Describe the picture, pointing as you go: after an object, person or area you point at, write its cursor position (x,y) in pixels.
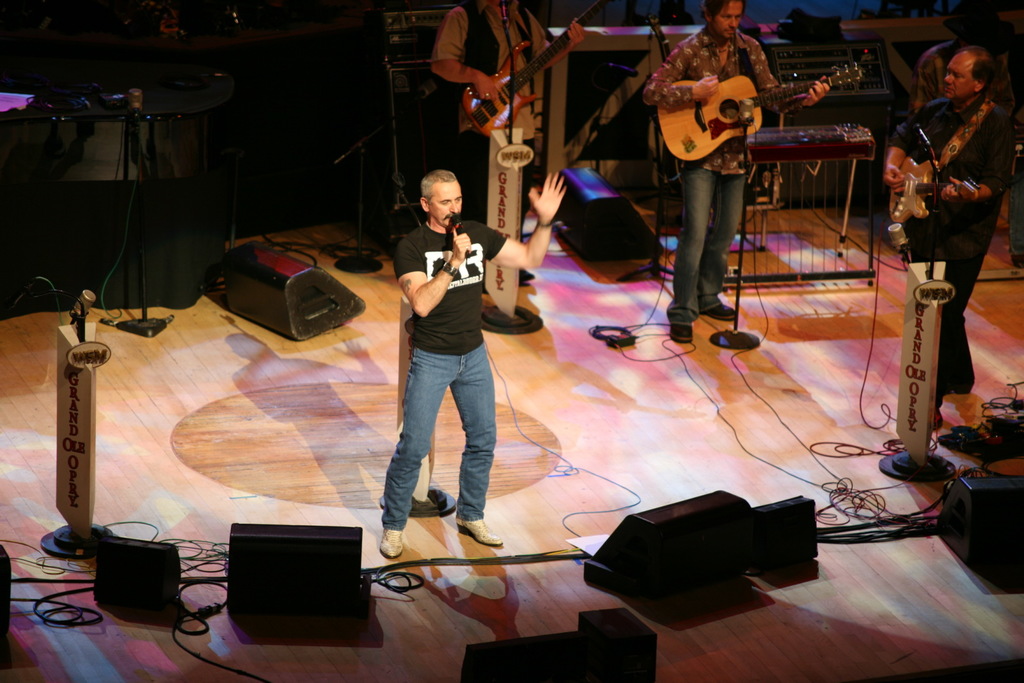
As we can see in the image there are four people (1003,161). Three of them (988,148) are holding guitars (536,65) and one man (502,250) is holding mic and singing a song.
